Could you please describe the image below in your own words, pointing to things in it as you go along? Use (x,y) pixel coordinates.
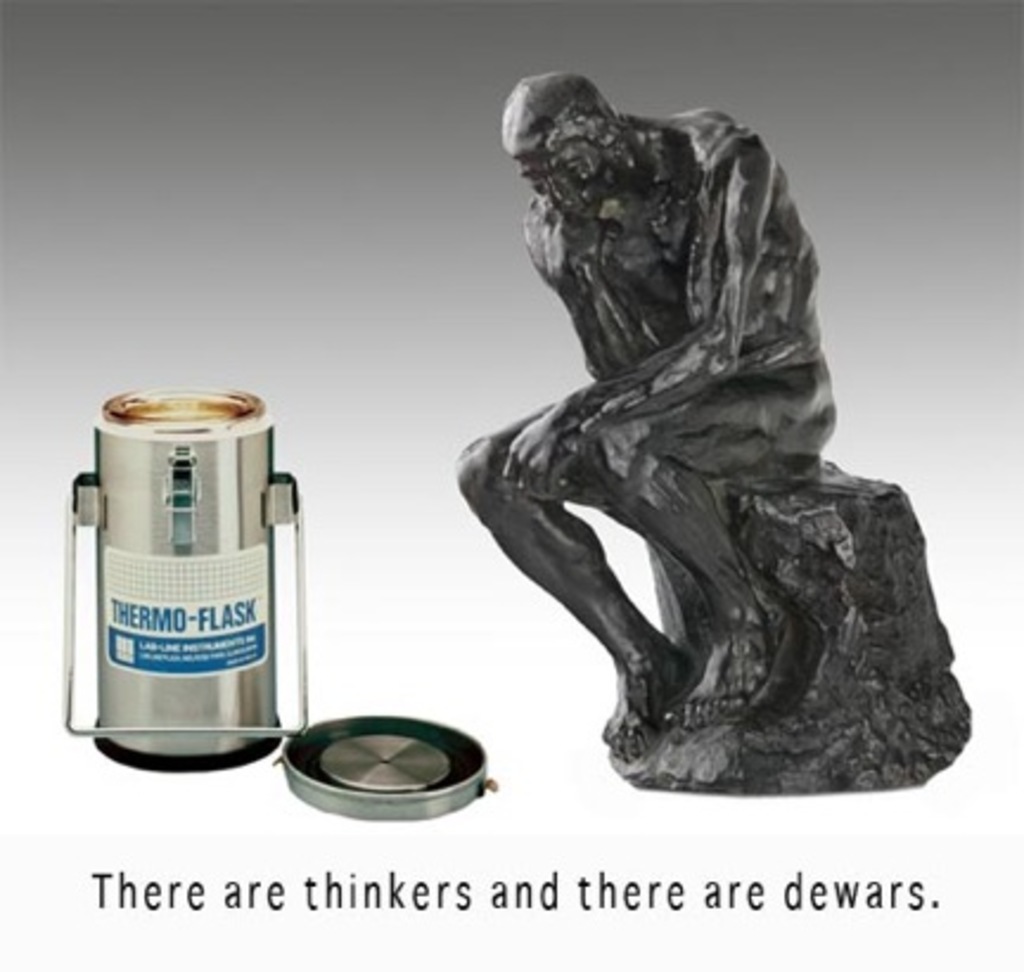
In this image I can see a picture of a sculpture (674,591), a thermo flask (131,474) and a lid (368,763) and some text (389,877) written on the bottom of picture (194,898).
